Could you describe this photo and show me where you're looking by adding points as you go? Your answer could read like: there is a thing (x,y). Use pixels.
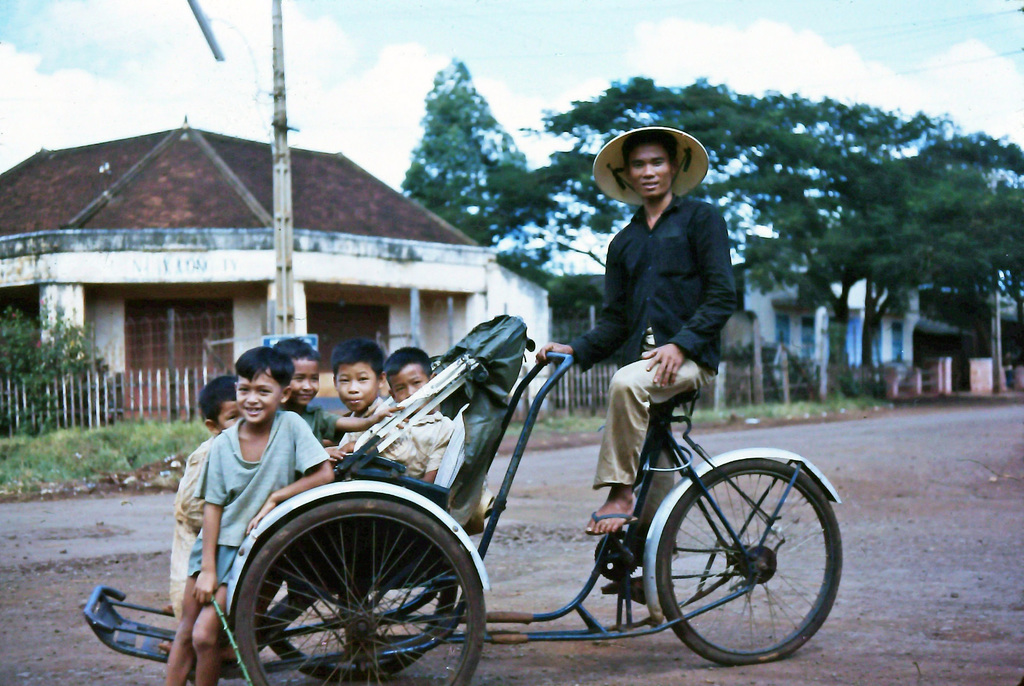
There are five boys (439,450) who are in or beside a cyclo carrier (340,508). There is a man (693,156) who is sitting on a cyclo seat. In the background (432,101) there is a house (213,246) and trees (475,87).
